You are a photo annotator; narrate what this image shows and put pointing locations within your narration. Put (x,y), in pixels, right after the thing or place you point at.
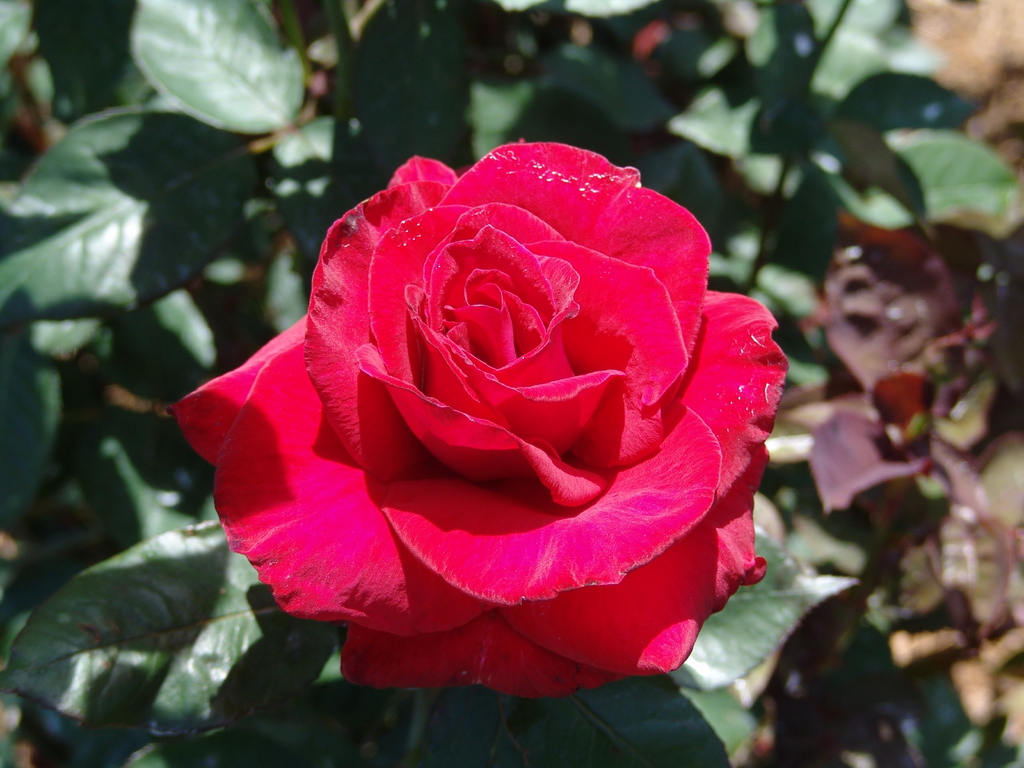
In this picture I see a red color rose (437,524) and few plants (939,177).
